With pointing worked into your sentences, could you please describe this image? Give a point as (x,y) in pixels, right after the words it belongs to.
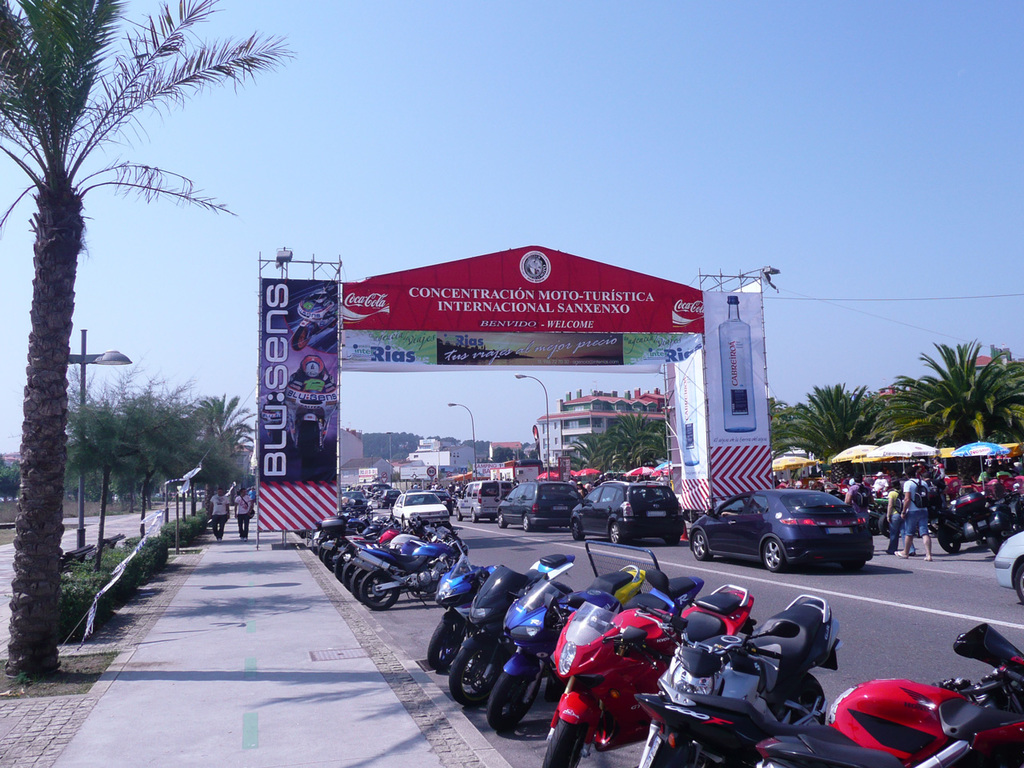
In this picture we can see some vehicles (345,535) parked on the road (517,529) and on the left (234,515) and right side of the vehicles (870,536) there are some people (904,522) are walking, banners (309,331), trees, poles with lights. Behind the trees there are buildings (424,453) and a sky (514,168).
